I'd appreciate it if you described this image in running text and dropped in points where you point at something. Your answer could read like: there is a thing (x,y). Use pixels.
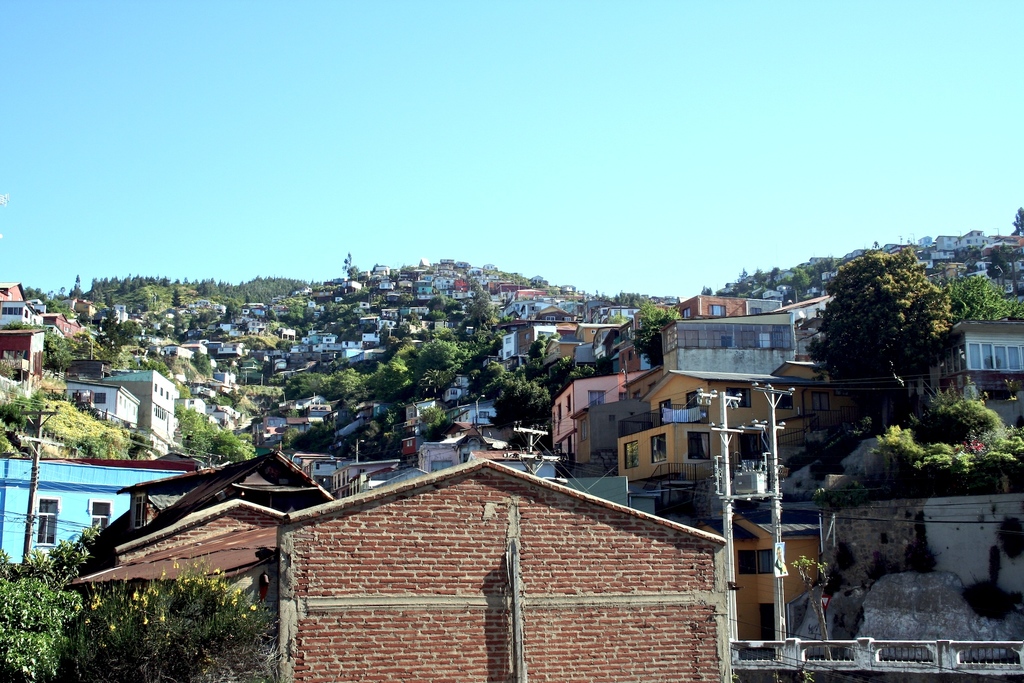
In the center of the image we can see a building (388,581), trees (44,594), poles (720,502). In the background (147,394) there are many houses (76,398), hills (64,415), trees (360,373) and sky (399,189).
